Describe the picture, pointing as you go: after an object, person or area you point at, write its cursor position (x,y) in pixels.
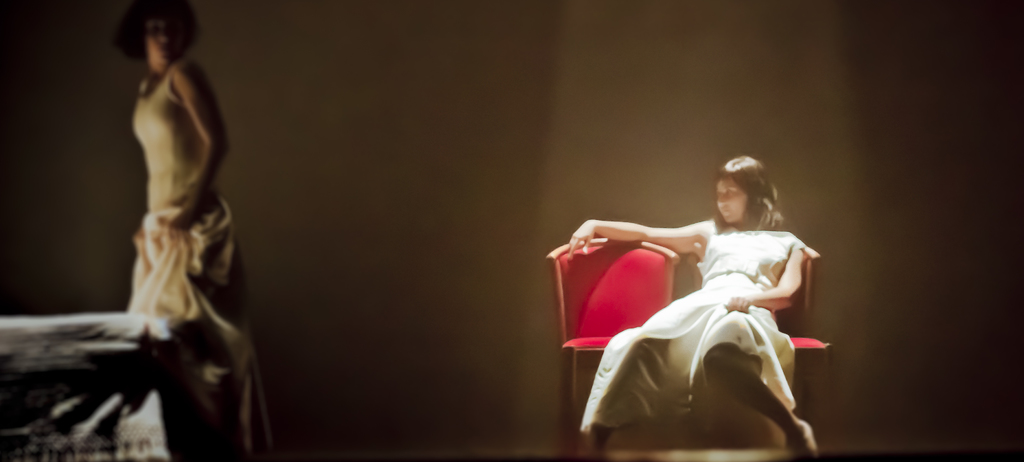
This woman (747,207) is sitting on a chair (654,306). For this woman (140,63) is standing. These 2 women (216,256) wore white dress (199,283). This chair (585,313) is in red color.
